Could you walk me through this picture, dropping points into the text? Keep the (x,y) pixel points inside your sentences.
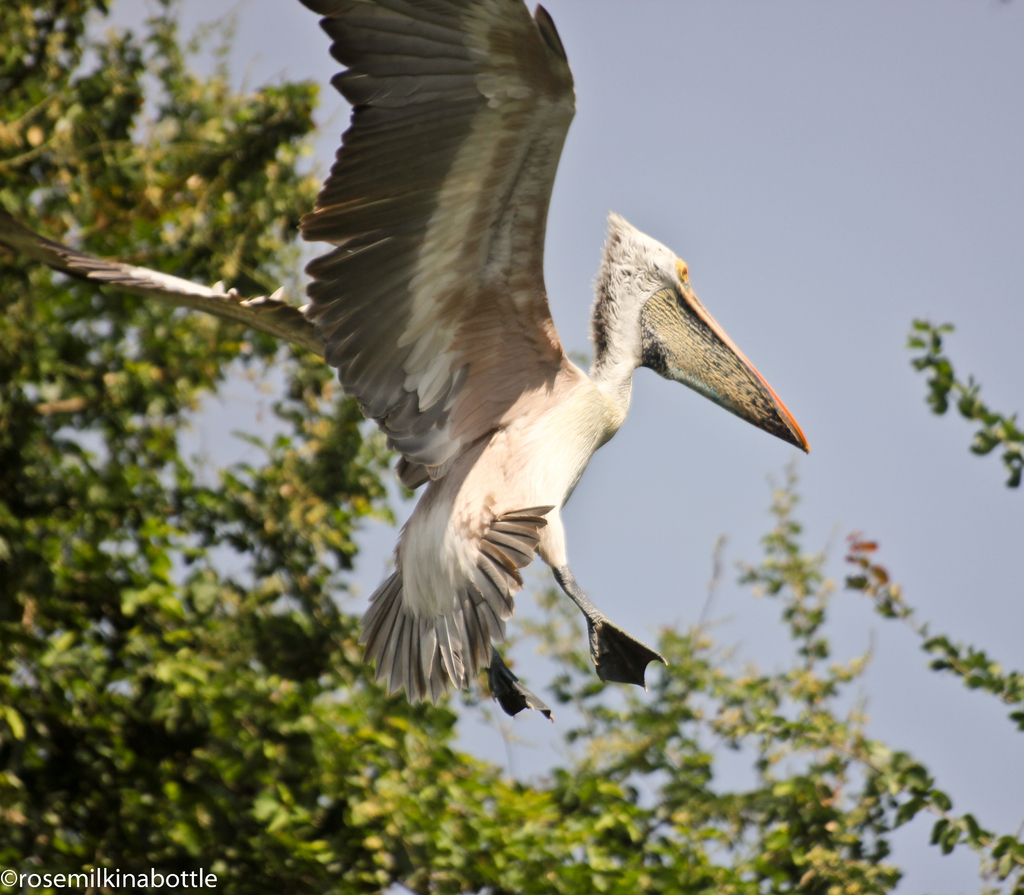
In the picture I can see a bird (534,366) is flying in the air (575,507). In the background (324,554) I can see a tree (290,658) and the sky (712,408). On the bottom left corner of the image (154,884) I can see a watermark (88,887).
